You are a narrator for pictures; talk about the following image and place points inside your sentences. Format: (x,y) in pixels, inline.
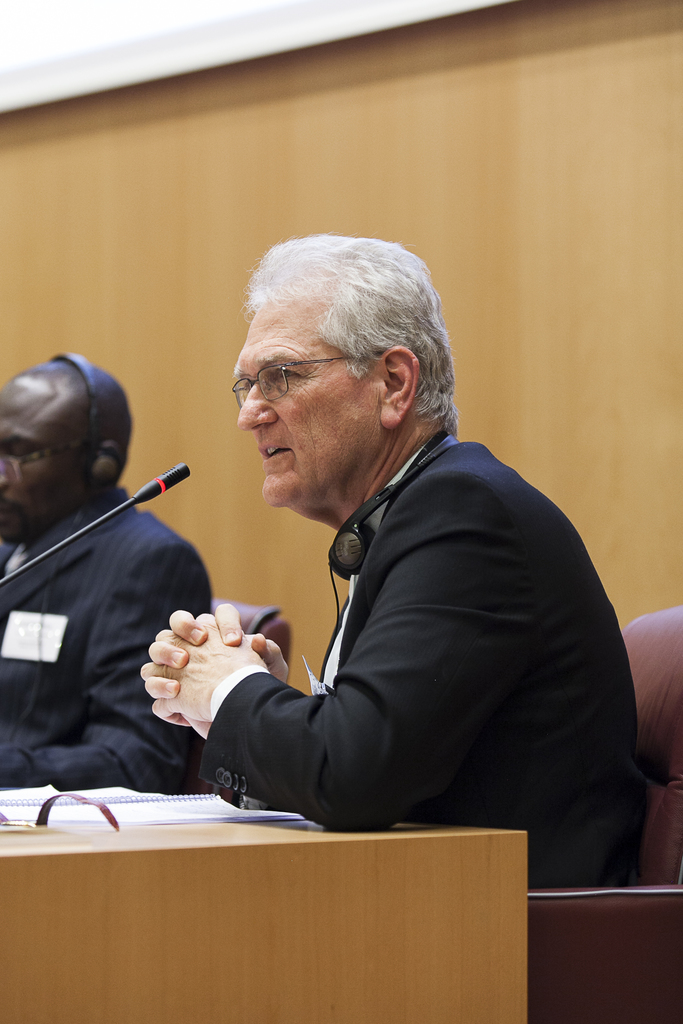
This picture shows two men (146,695) seated on the chairs (669,925) and we see a man (195,704) speaking with the help of a microphone (174,470) and we see some papers (5,805) on the table (112,999).
